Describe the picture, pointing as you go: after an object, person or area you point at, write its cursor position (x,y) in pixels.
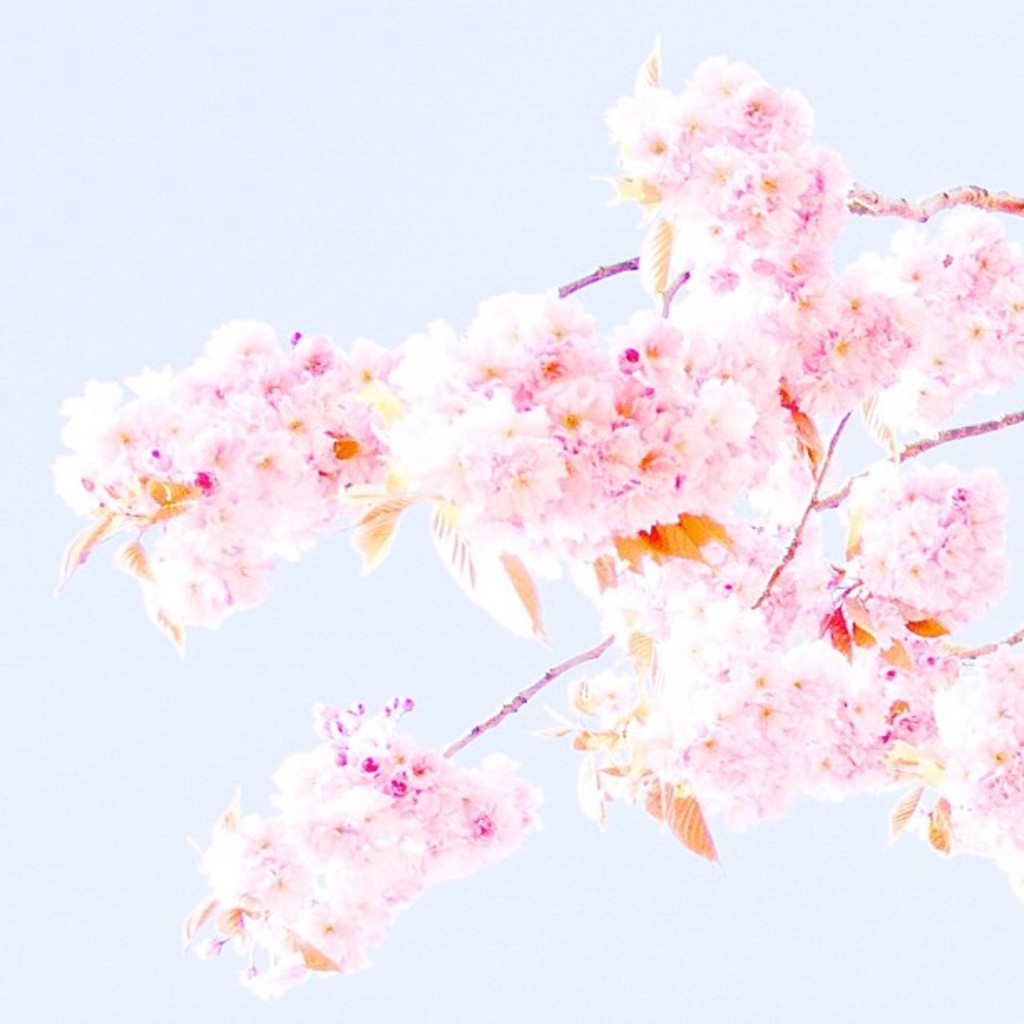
In this image, we can see flowers (613,707) to a stem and in the background (300,629), there is sky (345,648).
